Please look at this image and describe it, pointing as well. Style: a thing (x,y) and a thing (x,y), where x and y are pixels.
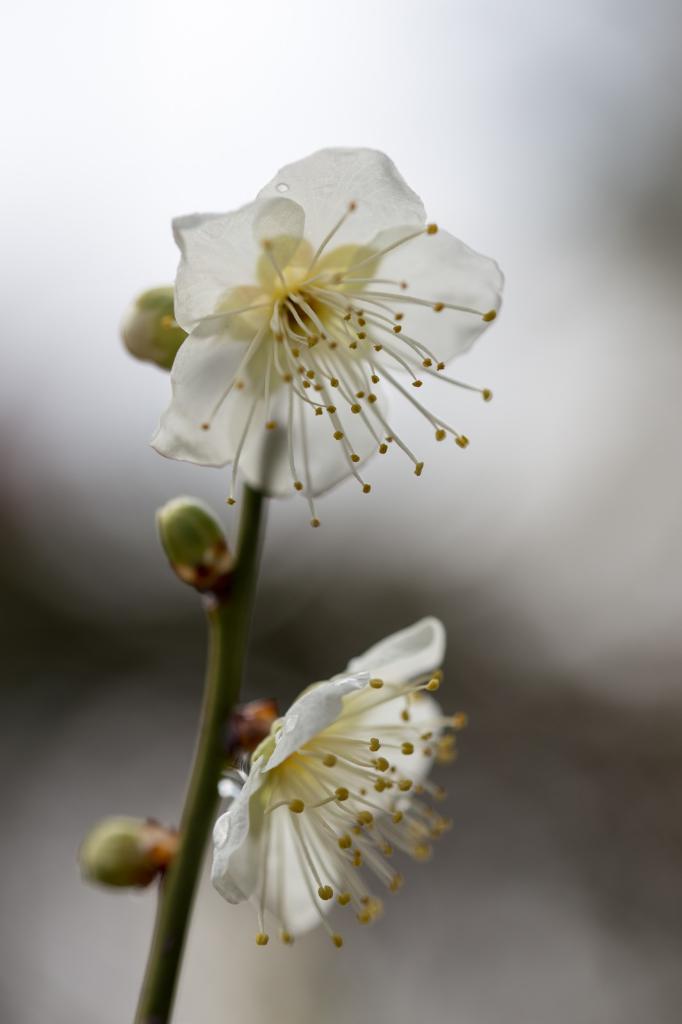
In this picture I can see there are two white flowers (357,349) attached to the stem (232,659) and there are few buds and the backdrop (454,460) is blurred.
